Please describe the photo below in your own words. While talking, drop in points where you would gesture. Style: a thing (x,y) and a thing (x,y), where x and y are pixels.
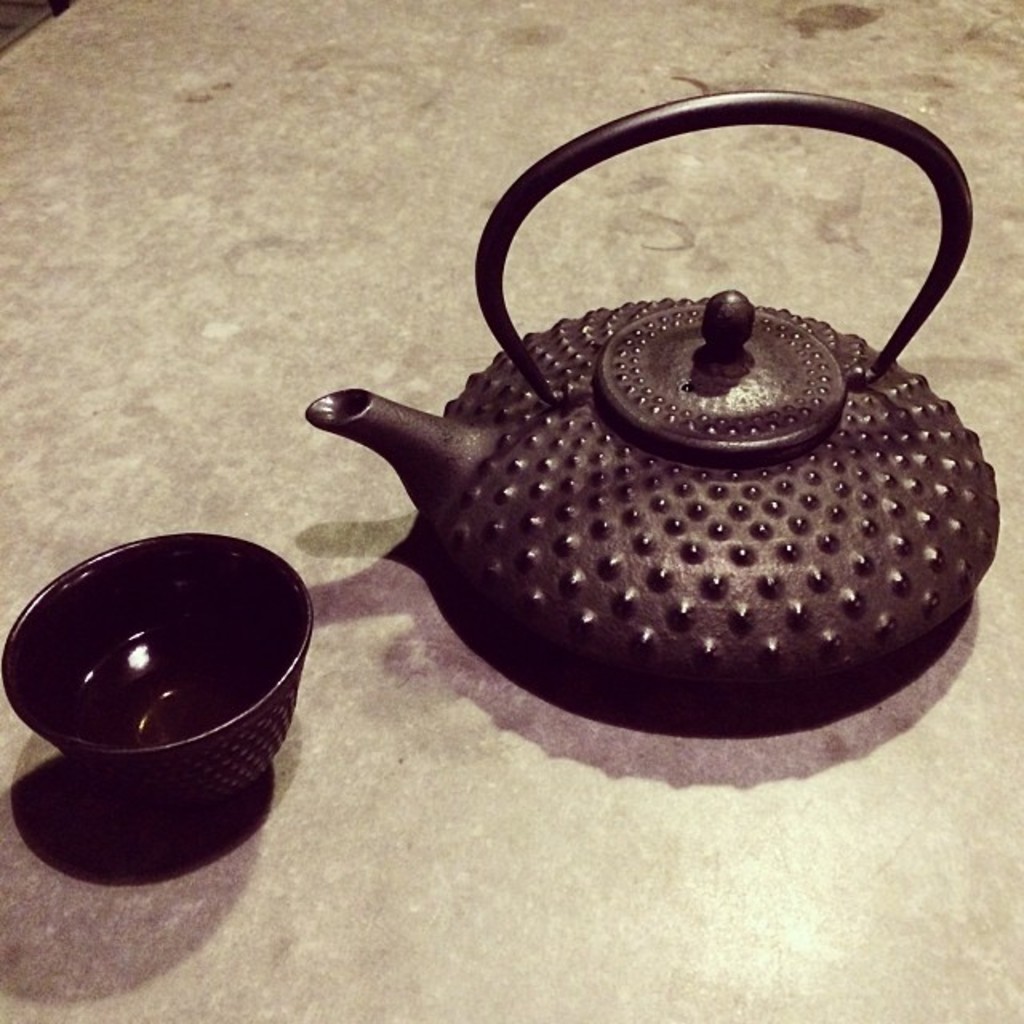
In this image we can see a teapot (589,651) and a bowl (201,665) which are placed on the surface (500,730).
